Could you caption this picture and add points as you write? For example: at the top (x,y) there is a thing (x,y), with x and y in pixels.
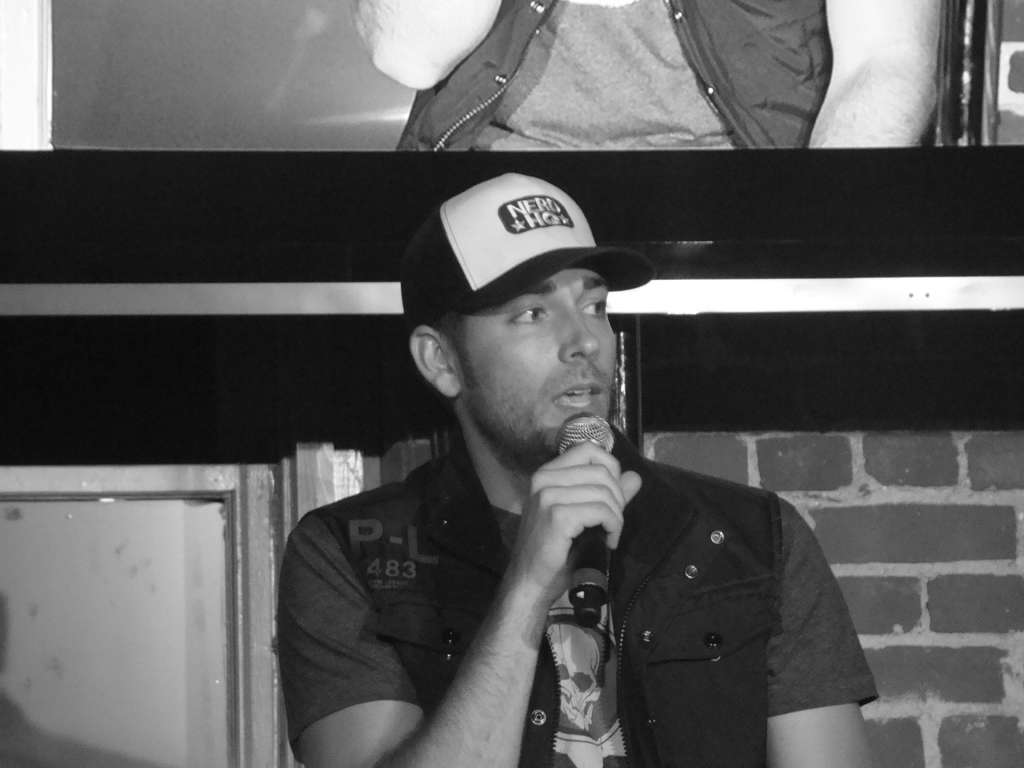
As we can see in the image there is a man (532,436) holding mike (581,553) in his hand (581,488).
